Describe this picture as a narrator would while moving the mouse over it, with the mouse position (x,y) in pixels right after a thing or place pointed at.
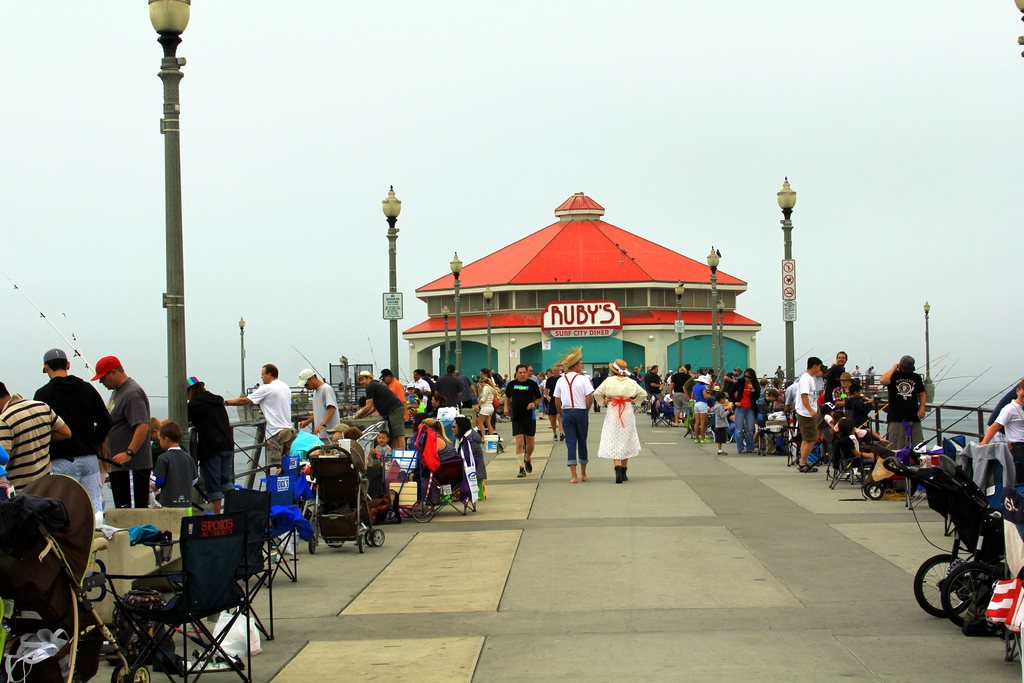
In the picture I can see building (578,233), in front (471,387) we can see so many people (494,385), some are fishing, some are walking and some are sitting in the chairs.
